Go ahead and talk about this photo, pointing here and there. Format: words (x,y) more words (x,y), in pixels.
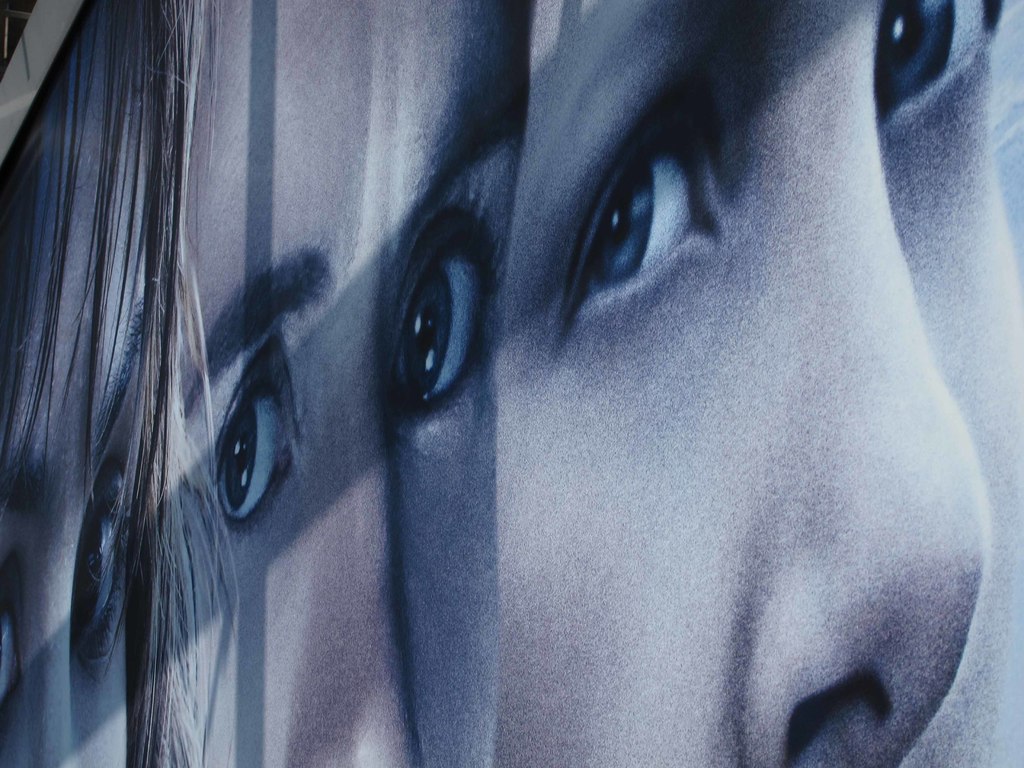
This picture shows a collage of the same picture. We see a girl (402,406).
